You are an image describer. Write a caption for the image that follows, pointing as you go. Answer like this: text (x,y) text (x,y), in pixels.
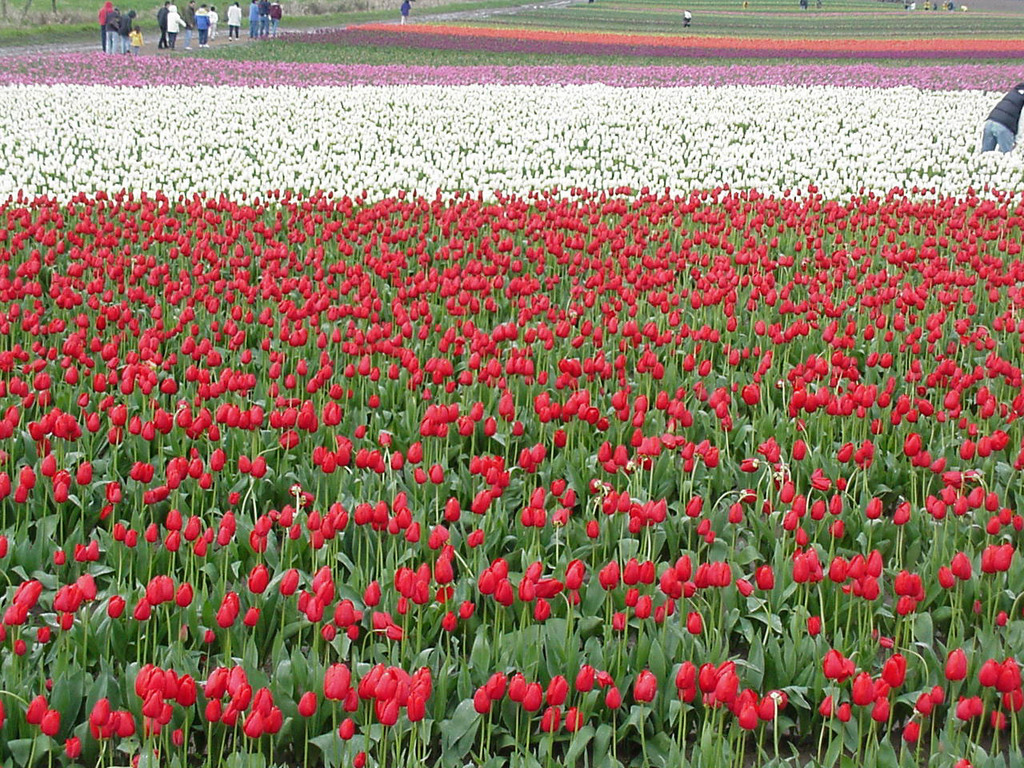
In this picture there is flower field (655,315) in the image and there are people (1016,105) at the top side of the image (1011,130).
